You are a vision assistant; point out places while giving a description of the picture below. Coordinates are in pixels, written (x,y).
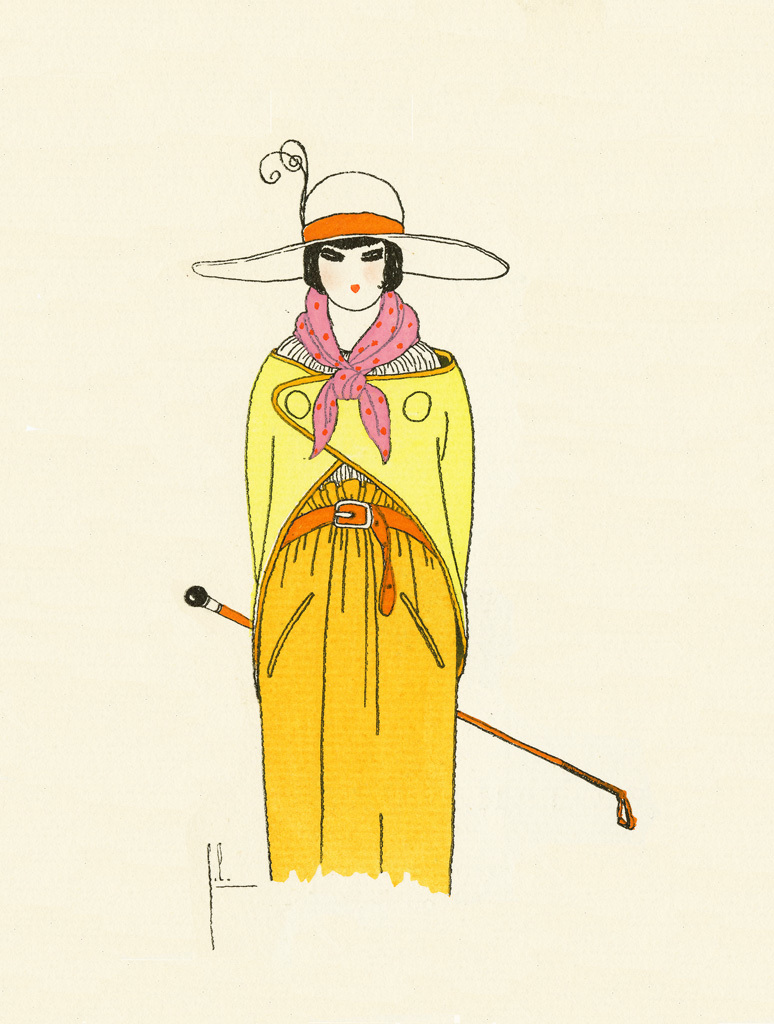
In this image I can see a depiction of a person (205,268) standing. I can see this as a woman (285,377) holding a stick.
